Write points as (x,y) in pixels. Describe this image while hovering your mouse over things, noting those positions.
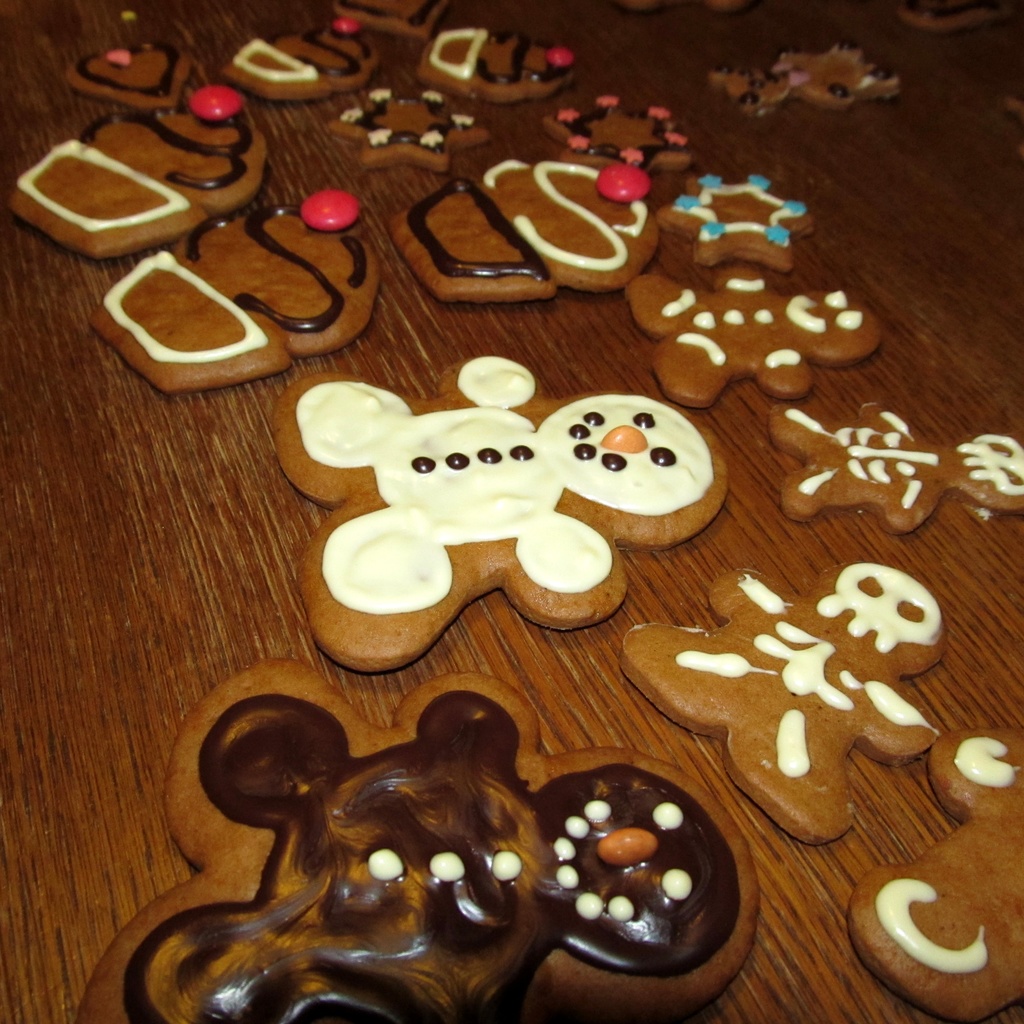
In the foreground of the picture (372,280) there is a table (60,643), on the table (594,334) there are cookies (307,231).
